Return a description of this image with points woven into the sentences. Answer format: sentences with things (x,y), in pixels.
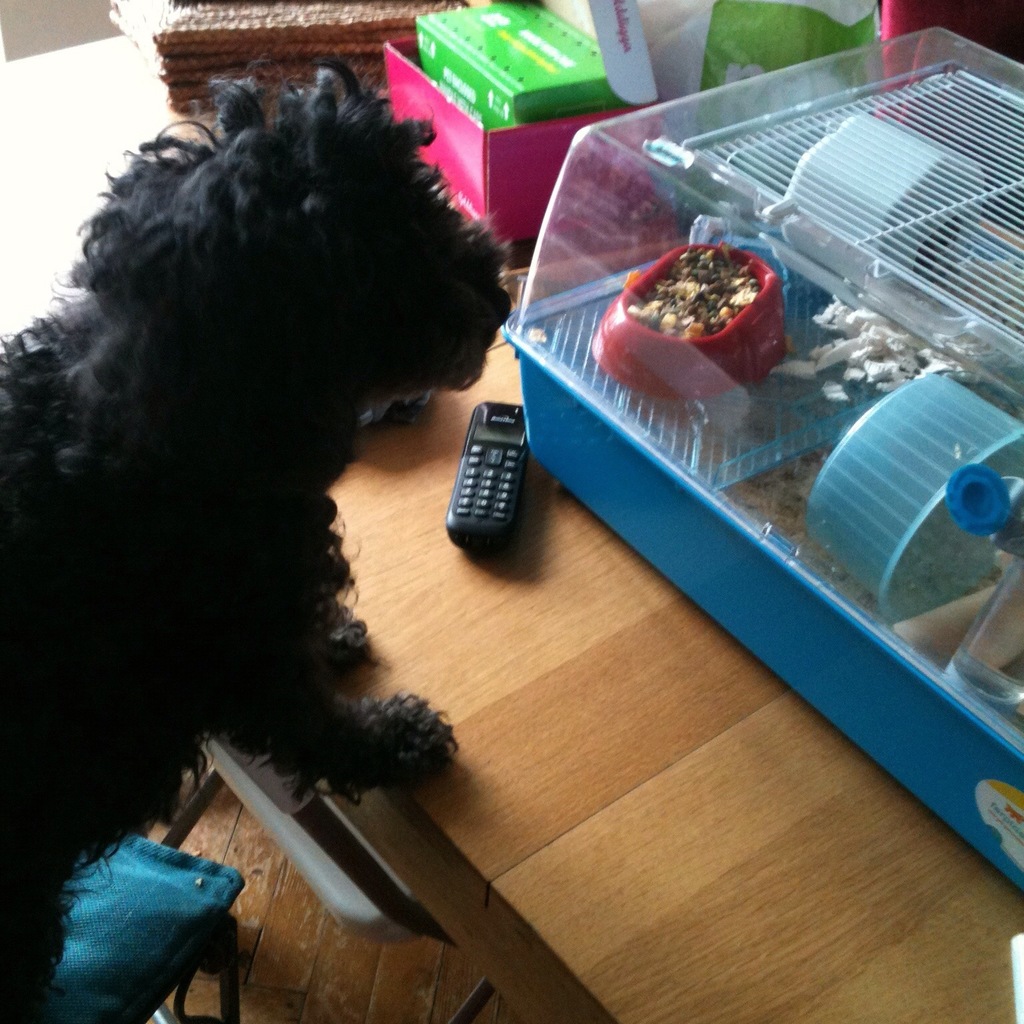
On the left side of the picture (183,447) there is a dog (139,616) and a chair (145,932). On the right (883,928) there is a table (697,622), on the table (719,650) there are mobile (485,425), boxes (509,78), clothes (282,28), covers (870,41) and pet cage (829,364).
